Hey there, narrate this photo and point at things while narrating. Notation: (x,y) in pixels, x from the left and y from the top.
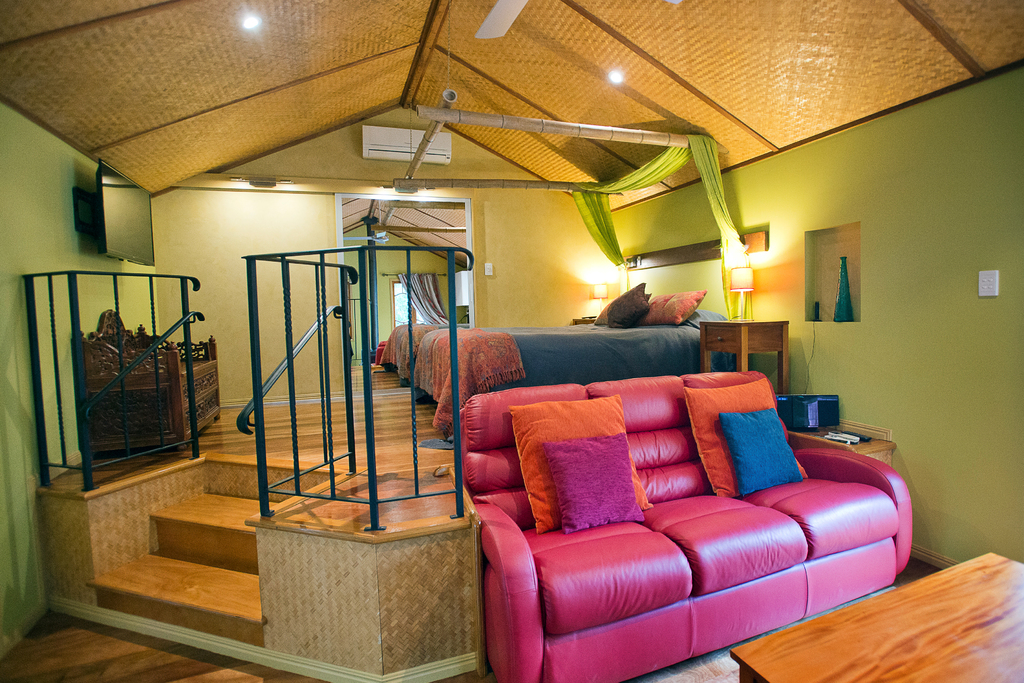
In this picture we can inside the house (22,469), we can find some sofa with pillows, bed (596,334), curtains (734,266), lights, ceilings (80,86), railings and steps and floor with wooden and television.
